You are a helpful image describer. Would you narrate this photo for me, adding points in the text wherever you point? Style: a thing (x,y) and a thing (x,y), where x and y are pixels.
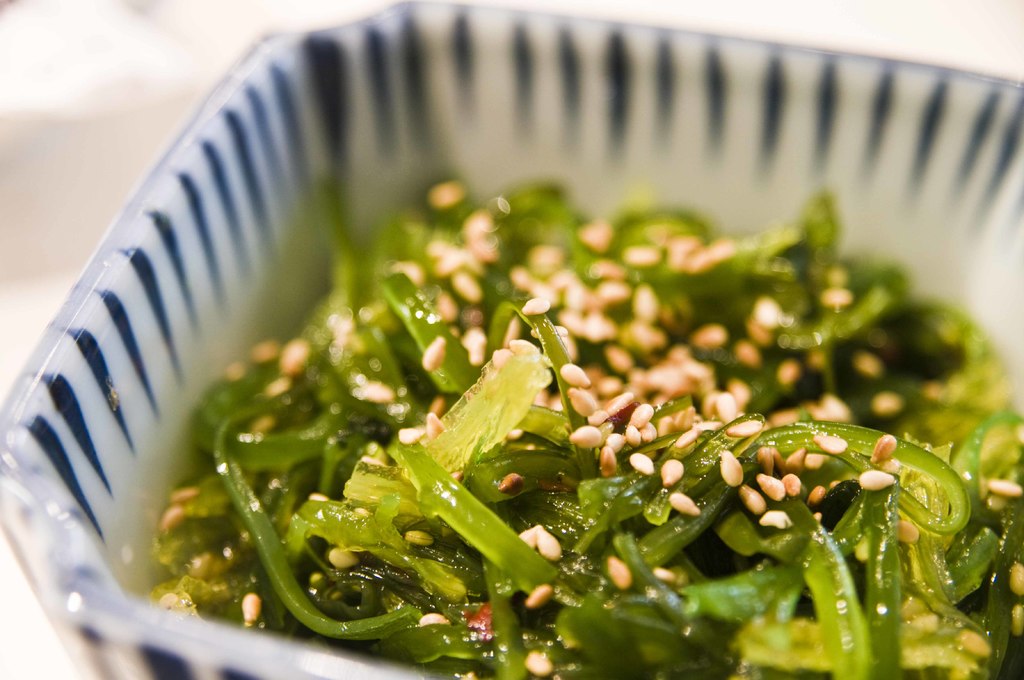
In this image we can see food items (428,332) in a bowl (172,460).
